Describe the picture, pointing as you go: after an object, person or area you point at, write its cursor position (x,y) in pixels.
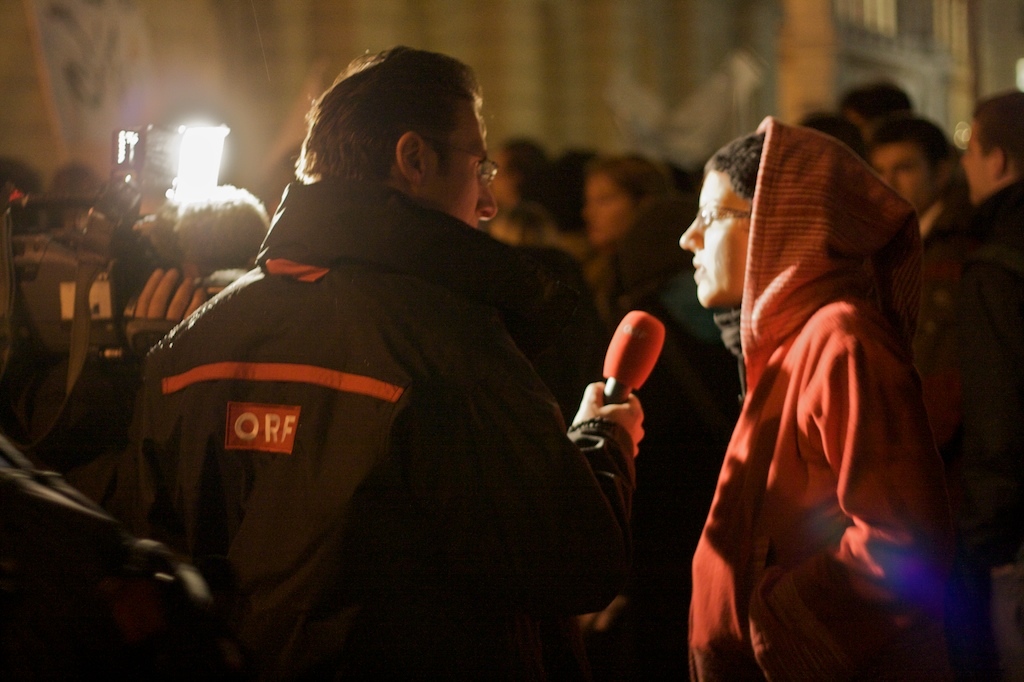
In this image, there are a few people (546,167). Among them, we can see a person (547,383) holding a microphone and a person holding a video camera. We can also see the blurred background (689,123).
